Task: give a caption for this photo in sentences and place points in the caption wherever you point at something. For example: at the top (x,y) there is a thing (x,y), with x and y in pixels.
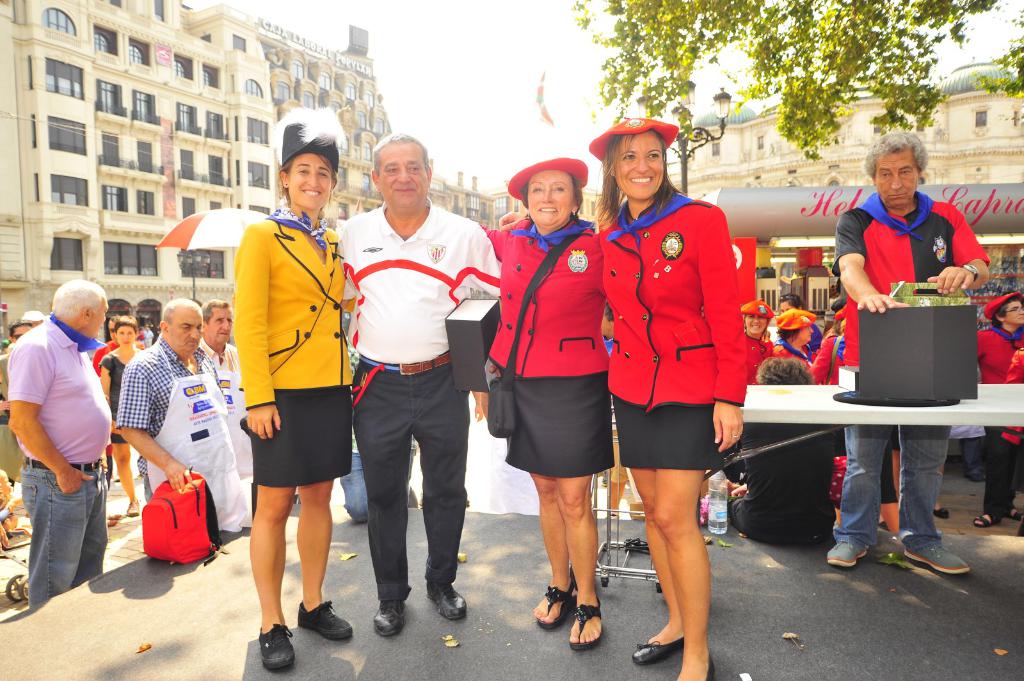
To the front (365,563) bottom of the image (424,563) there is a stage (424,563). To the left side (309,565) on the stage (183,651) there is a lady (305,277) with yellow jacket (309,274) is standing. Beside her there is a man (389,328) with white t-shirt (388,321) is standing. Beside him there are two ladies (634,249) with red jacket (644,276) is standing. To the right corner of the image (895,322) there is a white table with an item (913,332) on it. Behind the table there is a man (895,254) standing. And behind him there are many people (827,336). To the left side of the image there are few people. And in the background (960,140) there are buildings (229,114) with walls (849,130), windows (213,127) and pillars (242,103). And to the right top corner of the image (772,8) there are trees (633,53).
